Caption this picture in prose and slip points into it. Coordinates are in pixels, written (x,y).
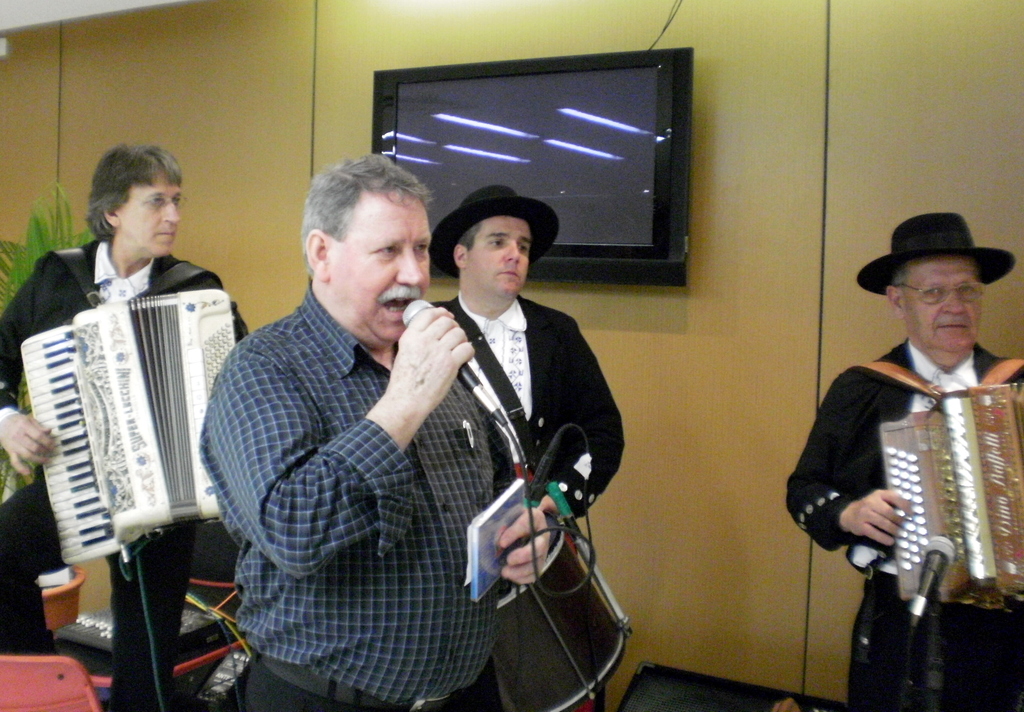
In this image I can see in the middle (377,419) a man (411,523) is standing and singing in the microphone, he wore shirt (326,607), trouser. Behind him there is a man (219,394) operating the musical instrument (203,400), in the middle (623,247) there is the t. v (588,229). to the wall (622,346). On the right side (855,496) there is an old man (865,483), he wore black color dress (848,482) and a hat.
